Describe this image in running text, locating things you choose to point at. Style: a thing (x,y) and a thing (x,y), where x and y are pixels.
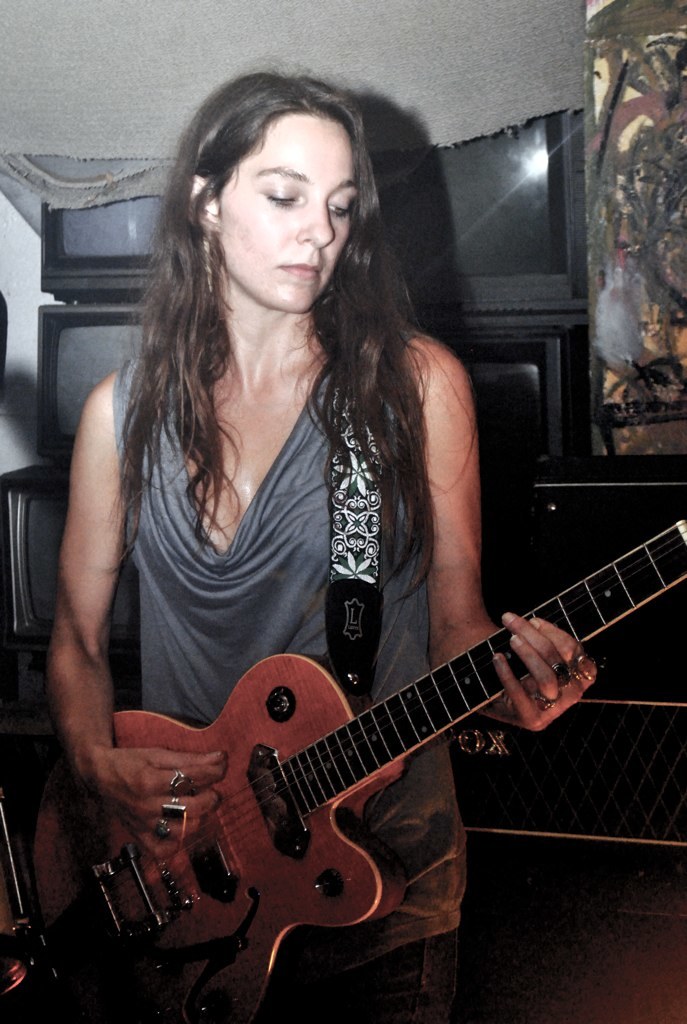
In this image, there is a person (196,348) standing and playing a guitar (307,851). This person (91,482) is wearing clothes (205,648). There are some televisions (485,187) behind this person (292,403).
